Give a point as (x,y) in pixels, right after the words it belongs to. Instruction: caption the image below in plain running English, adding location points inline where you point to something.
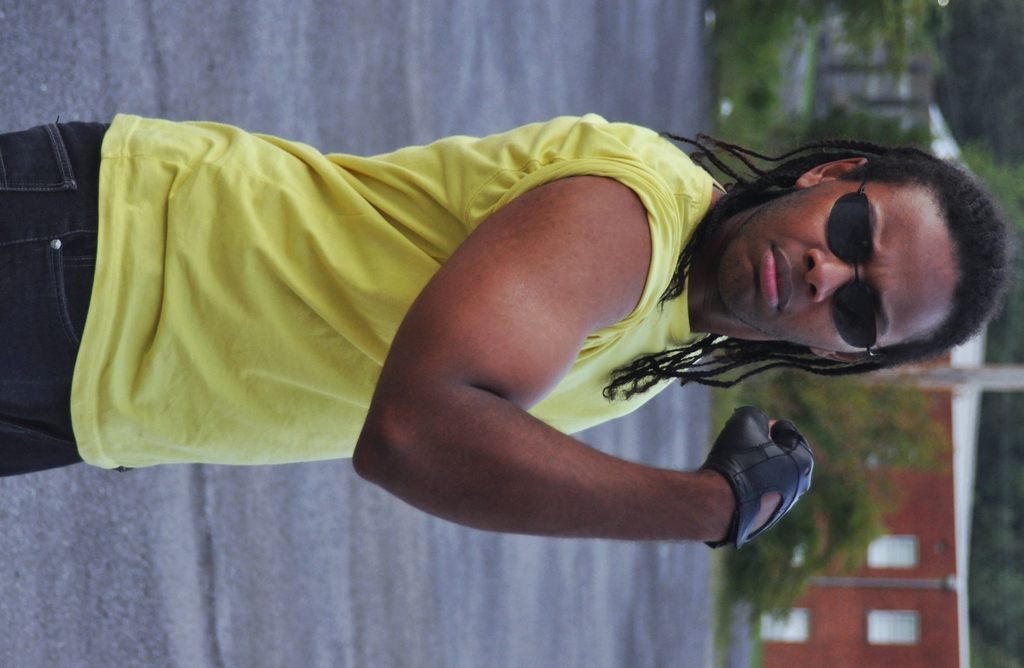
In this picture I can see a man (471,251) wore sunglasses (850,241) and I can see a building (910,556) and few trees (880,408).
